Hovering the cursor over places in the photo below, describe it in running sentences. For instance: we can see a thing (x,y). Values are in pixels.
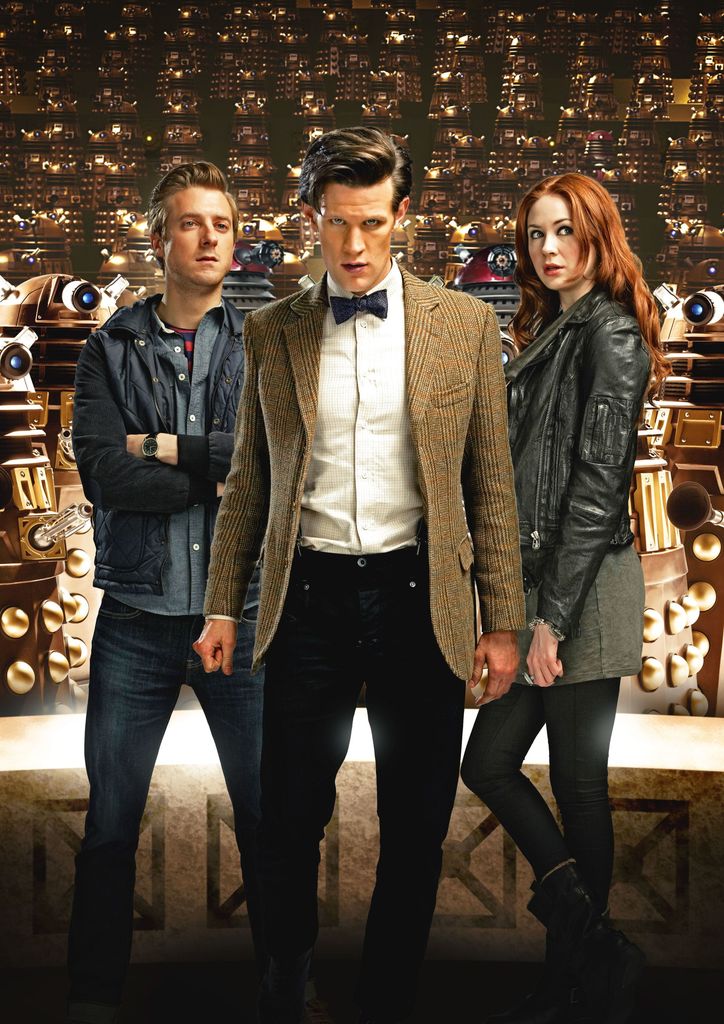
In this picture I can see two men (431,635) and a woman (523,645) are standing together. The man (404,507) in the middle (339,495) is wearing a suit (409,418), shirt (351,453) and pant (358,614). The woman (584,522) is wearing a jacket (578,477).
